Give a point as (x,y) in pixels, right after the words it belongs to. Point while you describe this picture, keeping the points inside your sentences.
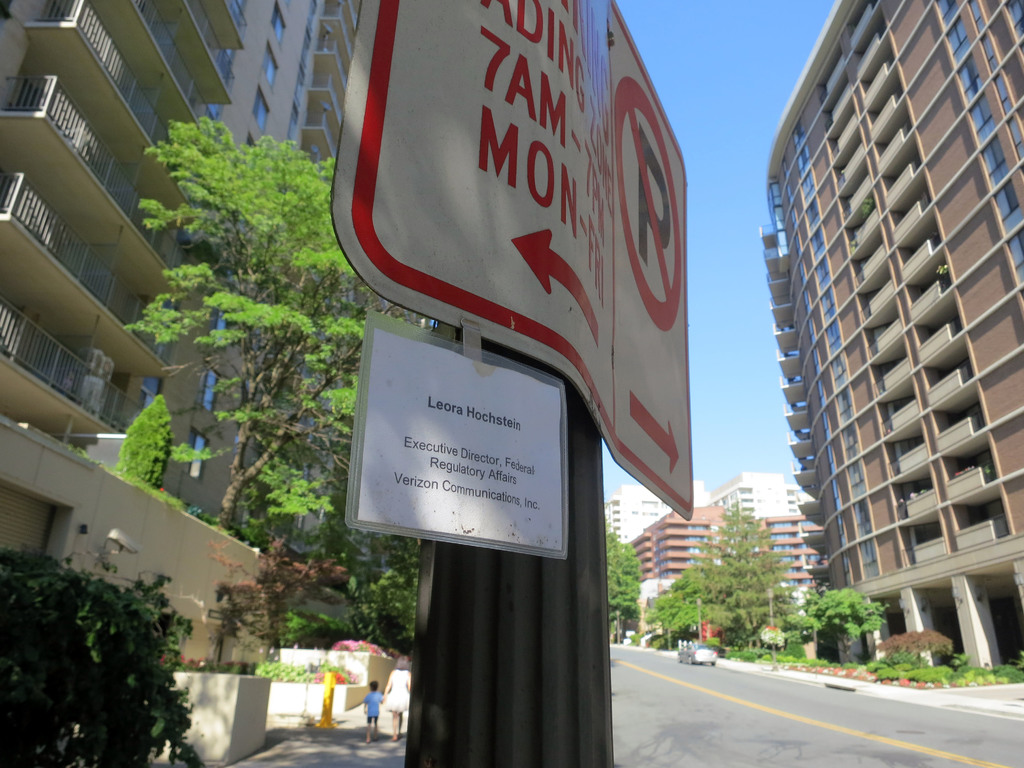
In this image I can see few buildings (206,63), glass windows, few railing (69,119), trees (703,578), poles (501,618), signboards (424,97), vehicles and few people (405,692) are walking on the road (687,679). The sky (715,257) is in blue and white color.
